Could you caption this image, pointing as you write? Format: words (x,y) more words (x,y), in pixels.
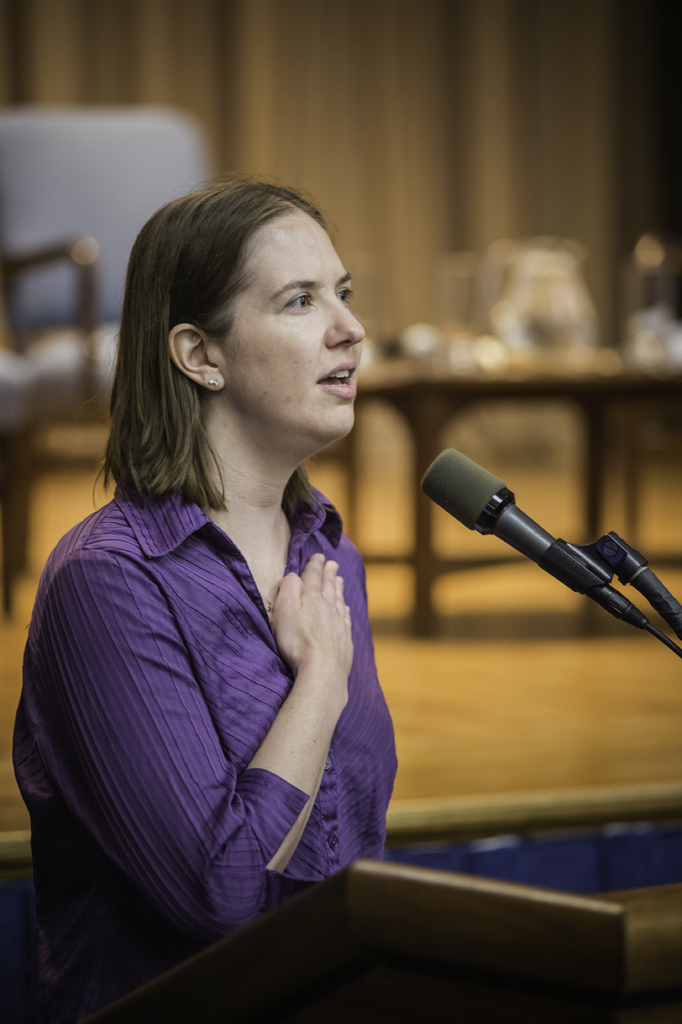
In the image we can see there is a woman (247,433) standing near the podium (553,898) and there is mic (479,526) kept on the stand (657,611). Behind there is table (381,385) and background of the image (645,291) is little blurred.
